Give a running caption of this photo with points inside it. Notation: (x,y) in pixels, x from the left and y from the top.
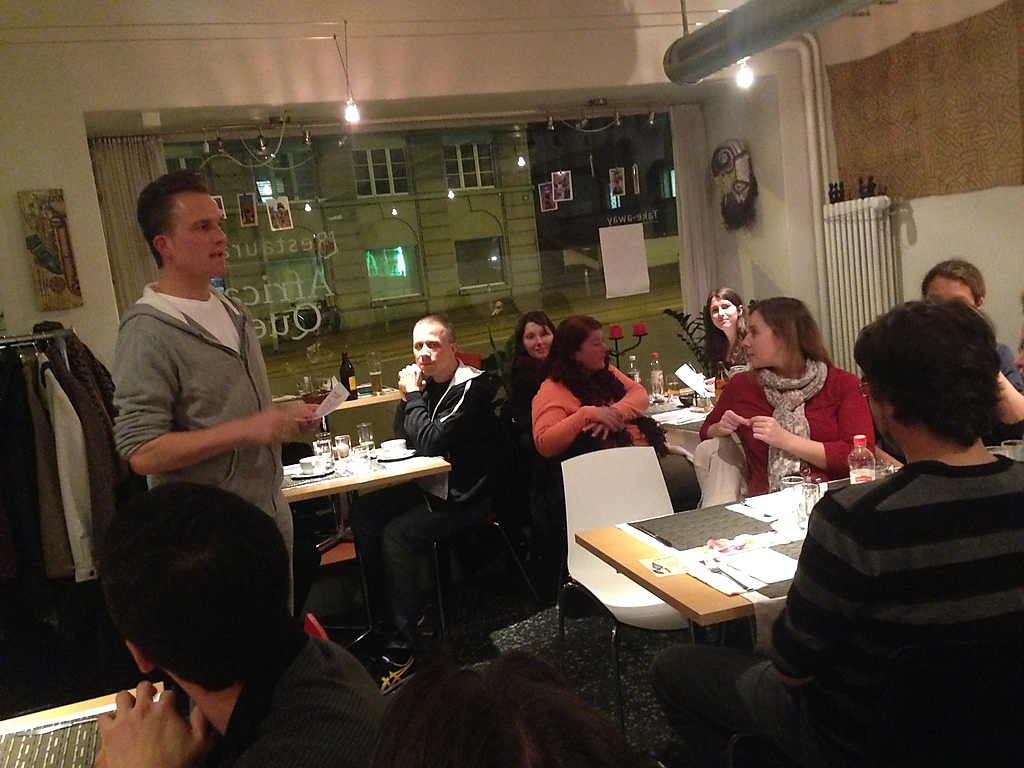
The image is taken in the room (632,244). In the image there are people (706,666) sitting around the tables (747,615). On the tables (781,538) there are bottles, glasses (806,518), papers (781,570), cups (386,449) and saucers (401,461). On the left (213,258) there is a man (252,419) standing and holding a paper (334,411) in his hand (309,409). In the background (662,184) there is a window (581,219) and a wall (244,70). At the top (746,65) there are lights (745,86).
